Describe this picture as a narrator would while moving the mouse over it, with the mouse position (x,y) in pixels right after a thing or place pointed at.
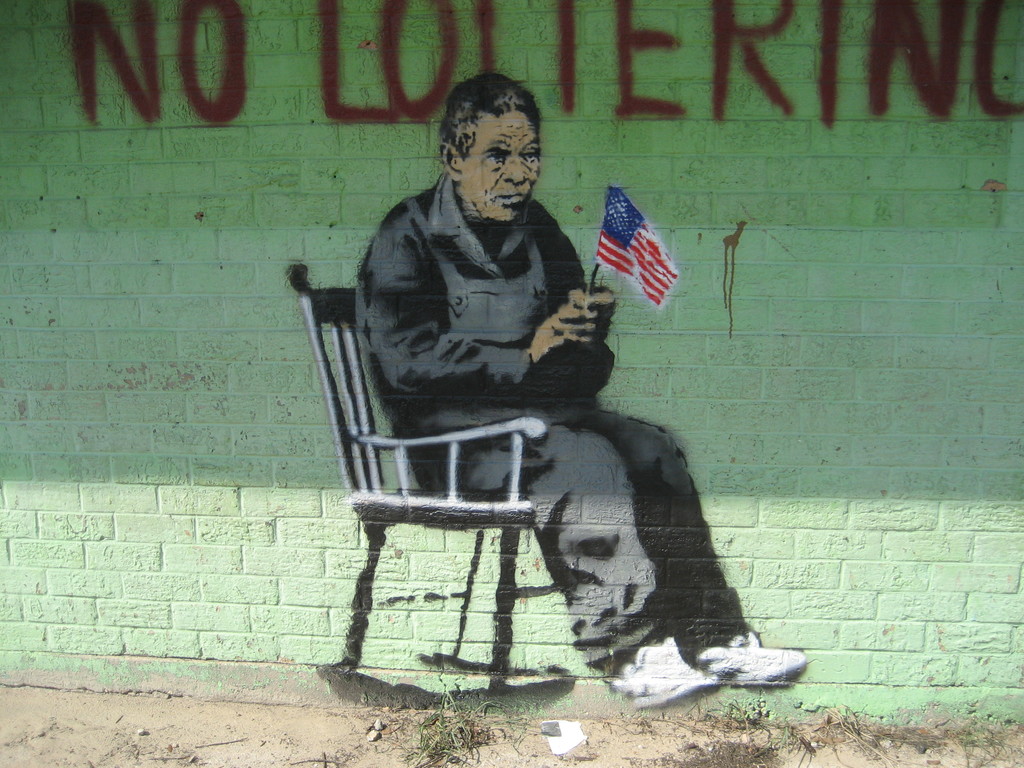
There is a painting (471,316) of a person (472,367) sitting on the chair (456,456) and holding a flag (615,237) on the wall (750,528). We can see text (716,64) written at the top of this image (716,86).
